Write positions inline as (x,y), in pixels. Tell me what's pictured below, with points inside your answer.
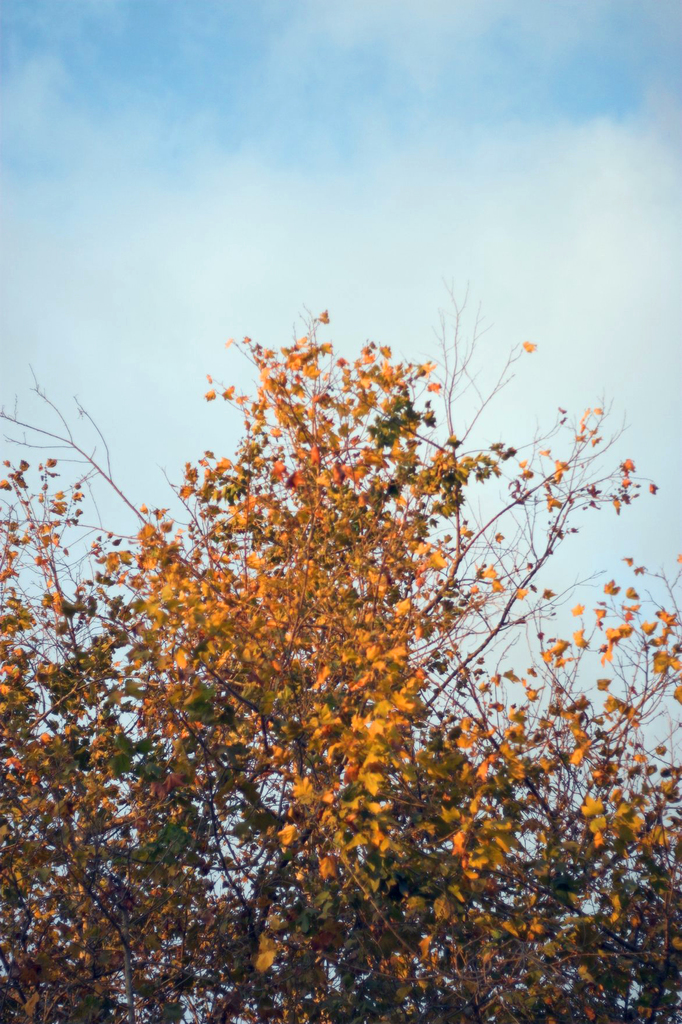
In this image we can see branches (387,817) of trees (387,804) with leaves (426,823). In the background (426,204) there is sky (426,159) with clouds (504,156).
